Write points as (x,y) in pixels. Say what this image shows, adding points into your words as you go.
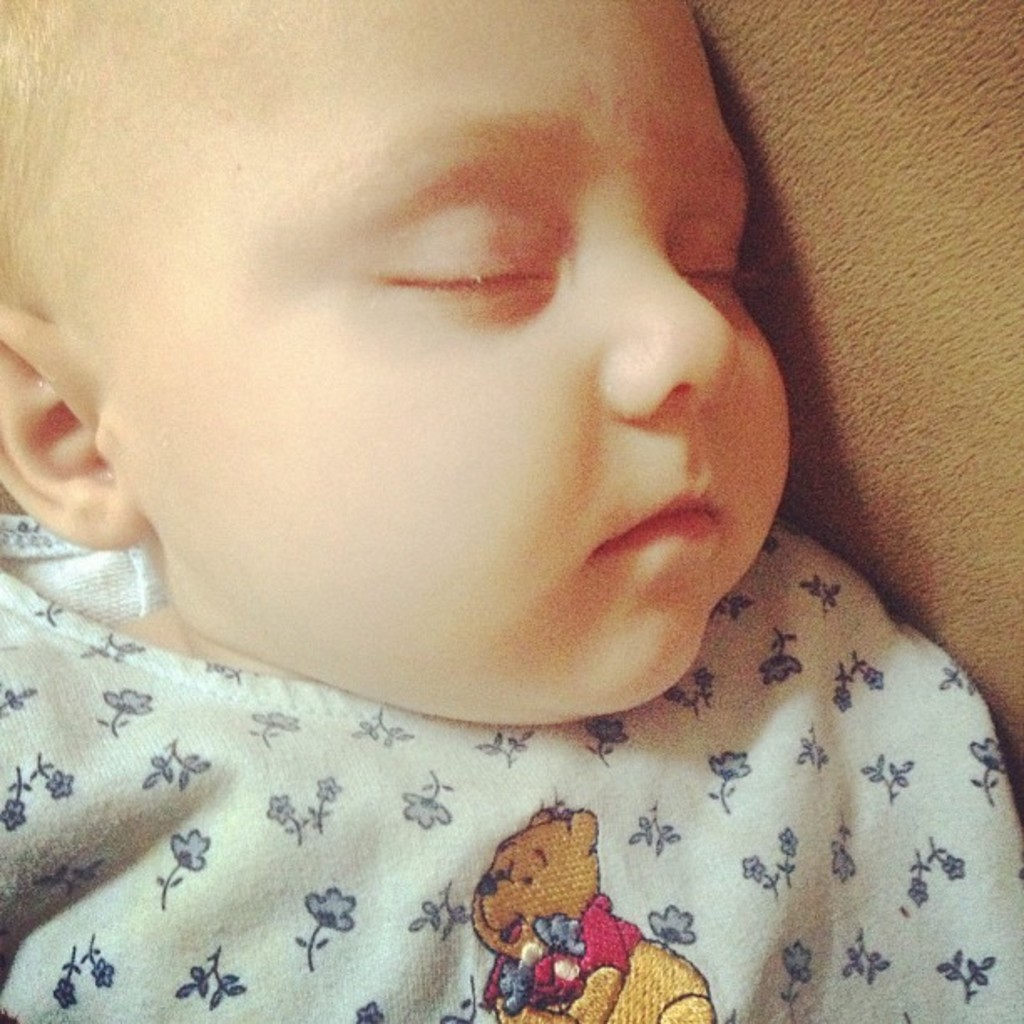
In this image we can see a kid (702,757) lying on the cloth (789,31).
